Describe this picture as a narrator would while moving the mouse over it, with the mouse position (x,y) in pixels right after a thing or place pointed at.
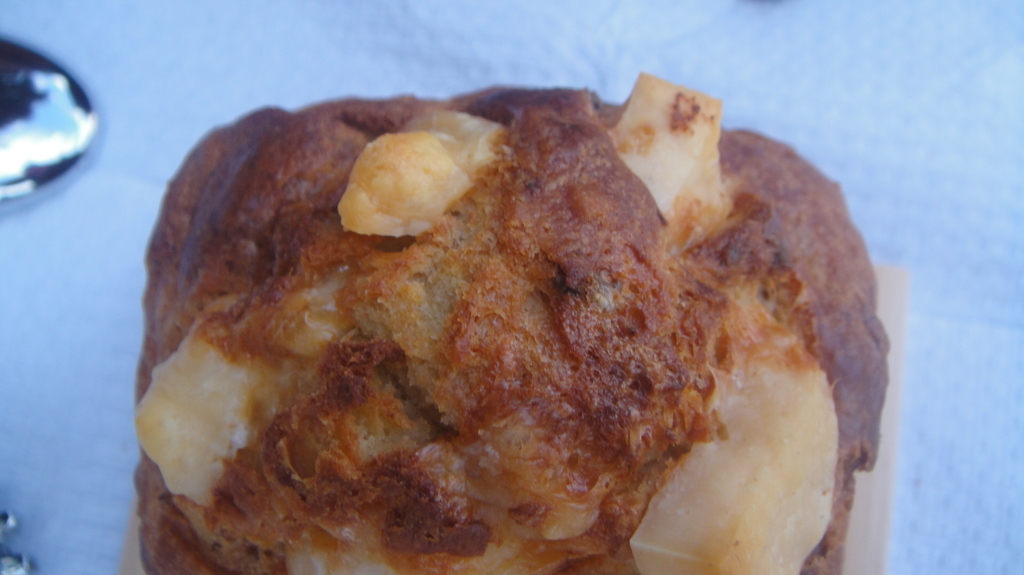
In this image there is a food item (676,541) on the table (68,301) beside that there is something.
